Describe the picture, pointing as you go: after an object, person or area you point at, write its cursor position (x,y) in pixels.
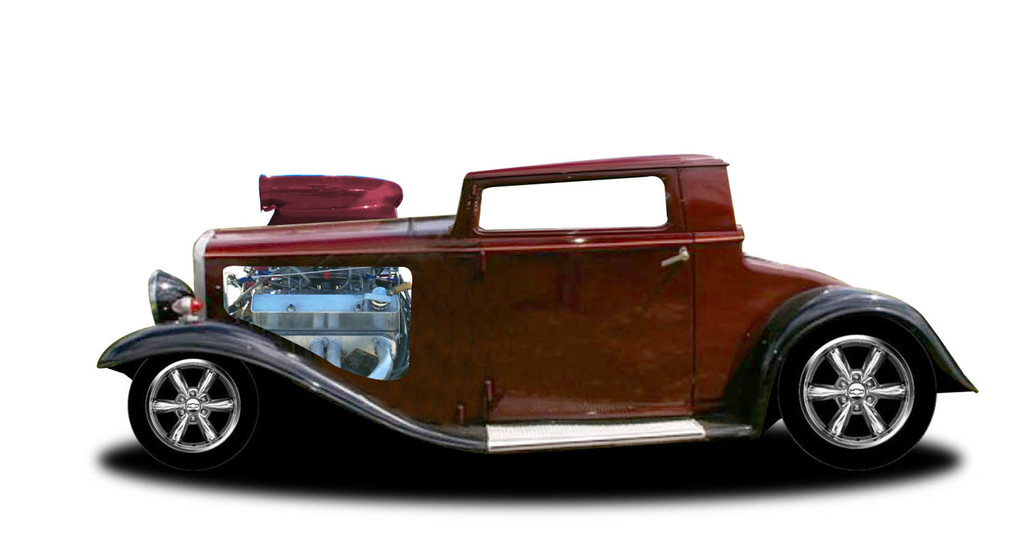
In this picture I can see there is a car (595,224) and in the backdrop (173,152) there is a white surface (504,115).
